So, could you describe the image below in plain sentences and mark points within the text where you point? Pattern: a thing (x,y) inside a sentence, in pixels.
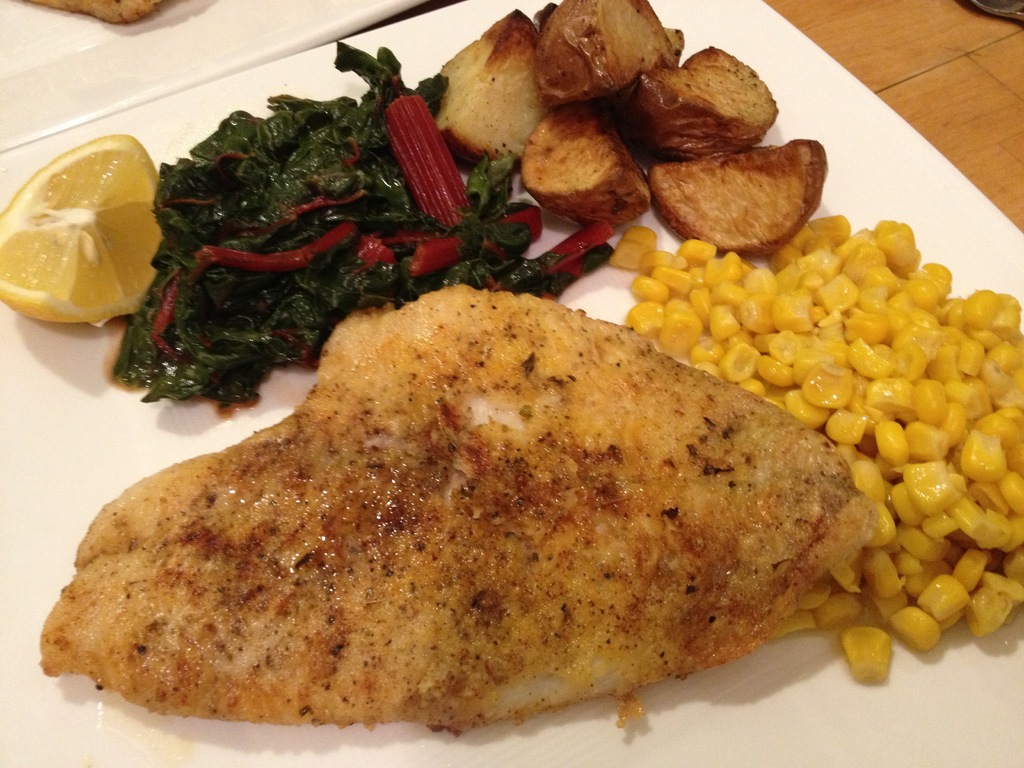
This is a zoomed in picture. In the foreground (191,151) there is a white color plate (197,124) containing corn kernels (821,318), sliced lemon (145,274) and some food items (558,253). In the background (58,63) we can see another white color platter (162,45) and we can see the wooden table (928,83).
